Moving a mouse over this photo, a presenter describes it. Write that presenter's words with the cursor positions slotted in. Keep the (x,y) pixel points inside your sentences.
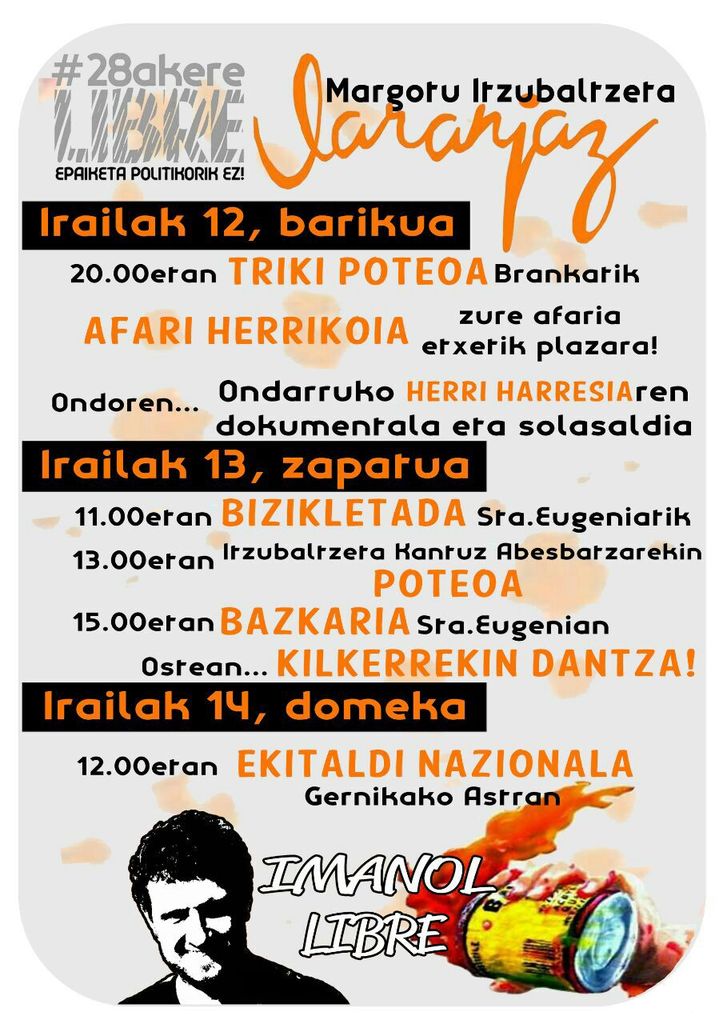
In this image there is a poster (213,773) of some images (538,871) and some text (362,717).
